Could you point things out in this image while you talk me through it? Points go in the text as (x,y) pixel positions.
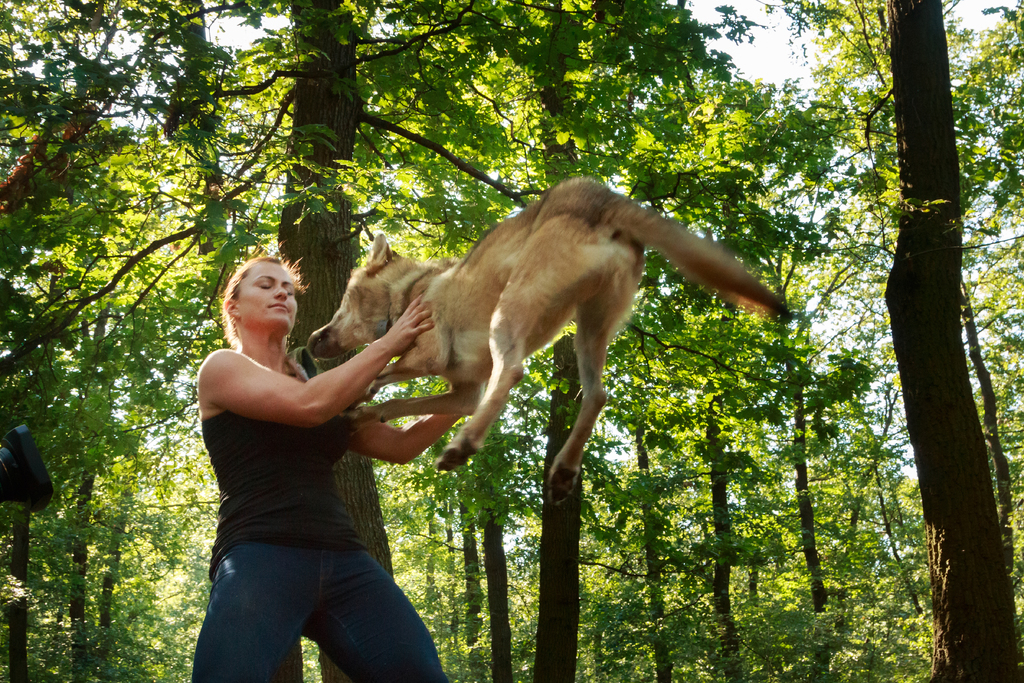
this picture is taken in the forest (867,569), in the left side (312,577) there is a woman (312,582) she is standing and holding a dog (361,397) which is in yellow color, in the background (335,34) there are some green color trees (556,70) and there is a sky (753,69) in white color.
